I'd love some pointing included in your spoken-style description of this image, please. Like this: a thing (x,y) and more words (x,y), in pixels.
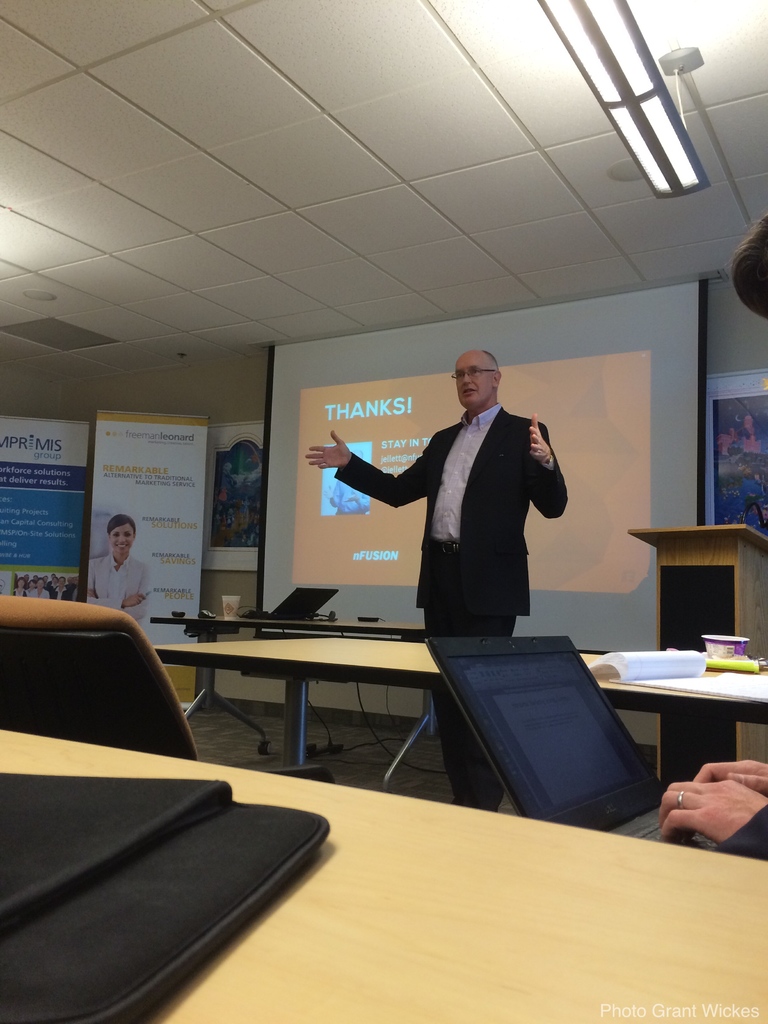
In this image i can see a person (516,499) standing wearing a black jacket (505,520). To the right corner (713,769) i can see a persons hands (713,790) on the laptop (598,745), and in the background (602,545) i can see a projection screen (641,386) and a podium (714,551) and some banners (111,536).
